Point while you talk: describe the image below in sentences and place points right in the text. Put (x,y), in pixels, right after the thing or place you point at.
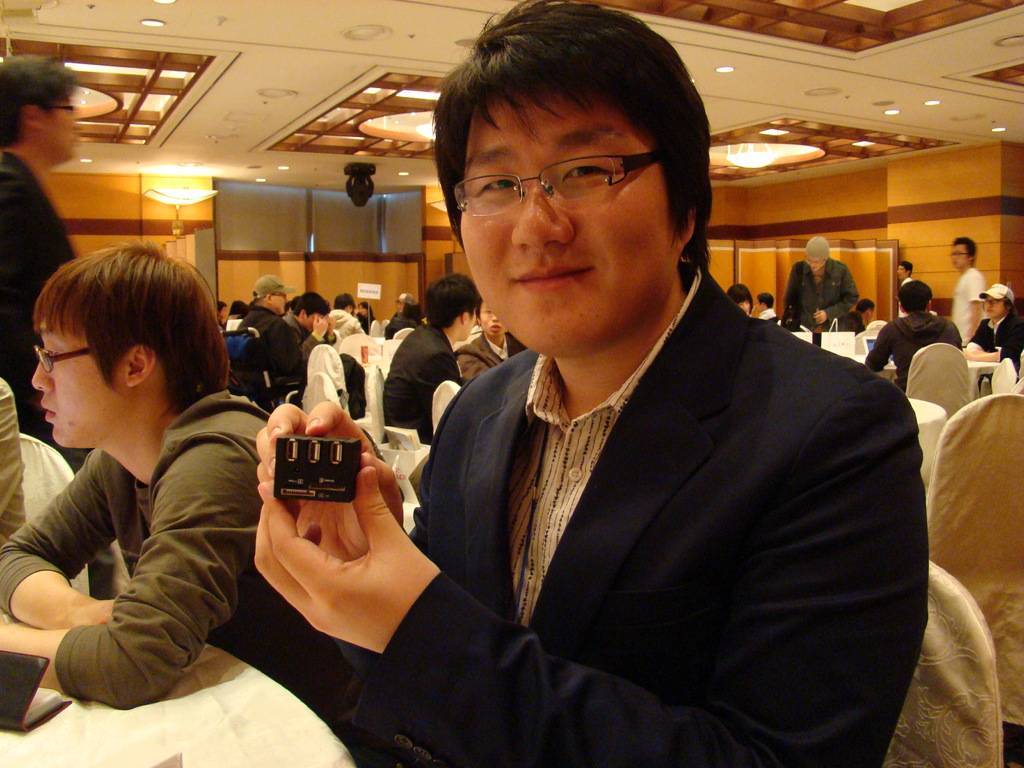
In the image we can see there are many people (399,328) sitting and some of them are standing, they are wearing clothes (22,211) and some of them are wearing spectacles (538,172) and caps (269,283). Here we can see there are many chairs (973,558) and tables (187,696). Here we can see a person (315,428) holding an object (334,446). We can even see there are lights (188,193) and the wall (943,202).
